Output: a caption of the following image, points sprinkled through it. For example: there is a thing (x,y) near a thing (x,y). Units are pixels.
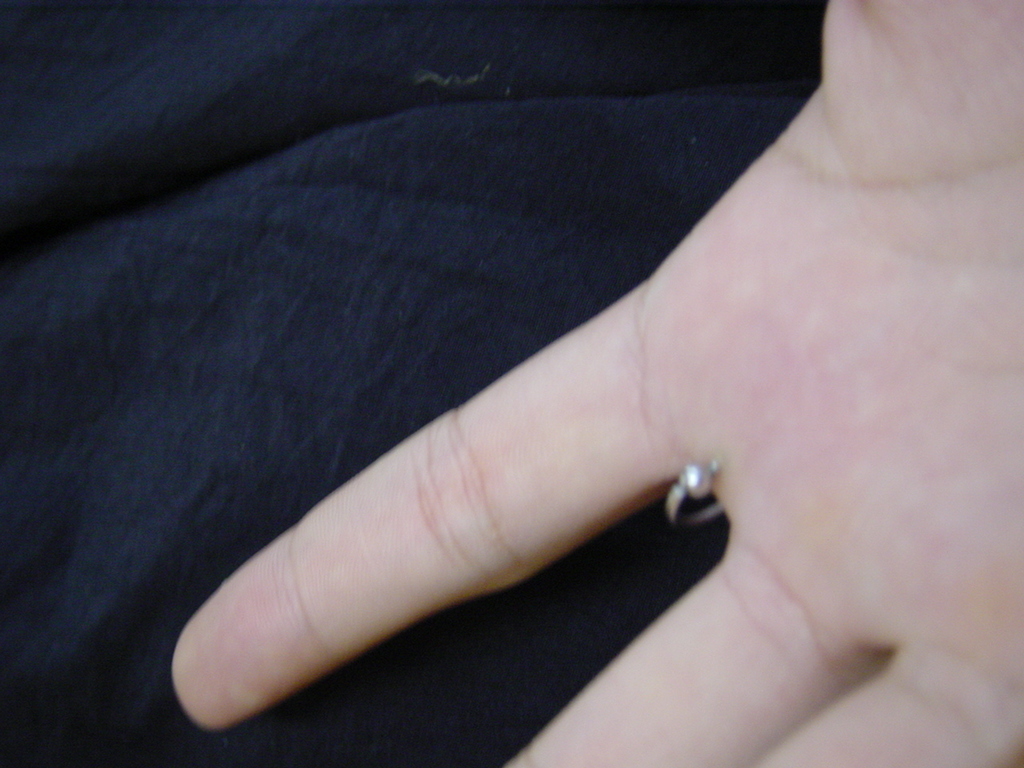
In this picture we can see a person's hand (877,462), at the bottom (481,681) there is a cloth (397,241).
